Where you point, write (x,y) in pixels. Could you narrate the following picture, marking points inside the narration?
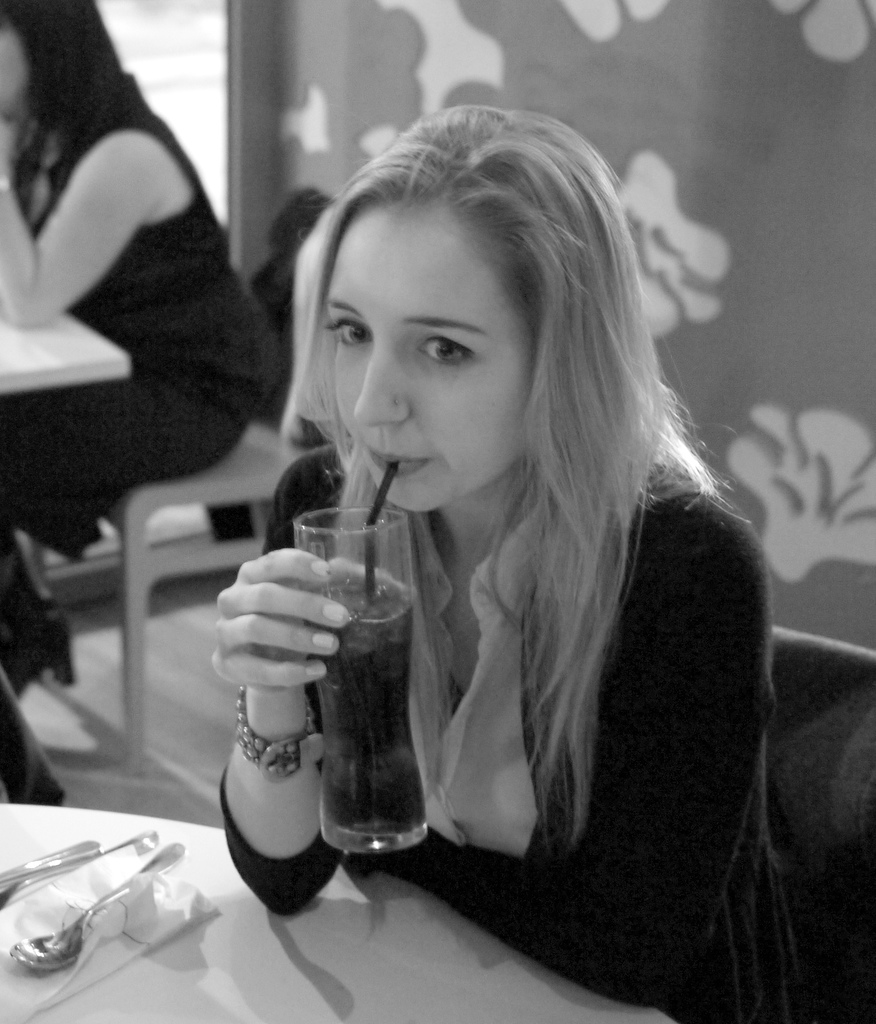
In this picture there is a woman (596,818) sitting on a chair (795,866) and holding a glass (375,669) with drink (375,611) and straw (371,518), in front of her we can see spoon (44,947) and objects (68,908) on the table (404,937). In the background of the image (199,327) there is a woman (199,449) sitting on a chair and we can see table (67,359), floor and wall (604,113).
